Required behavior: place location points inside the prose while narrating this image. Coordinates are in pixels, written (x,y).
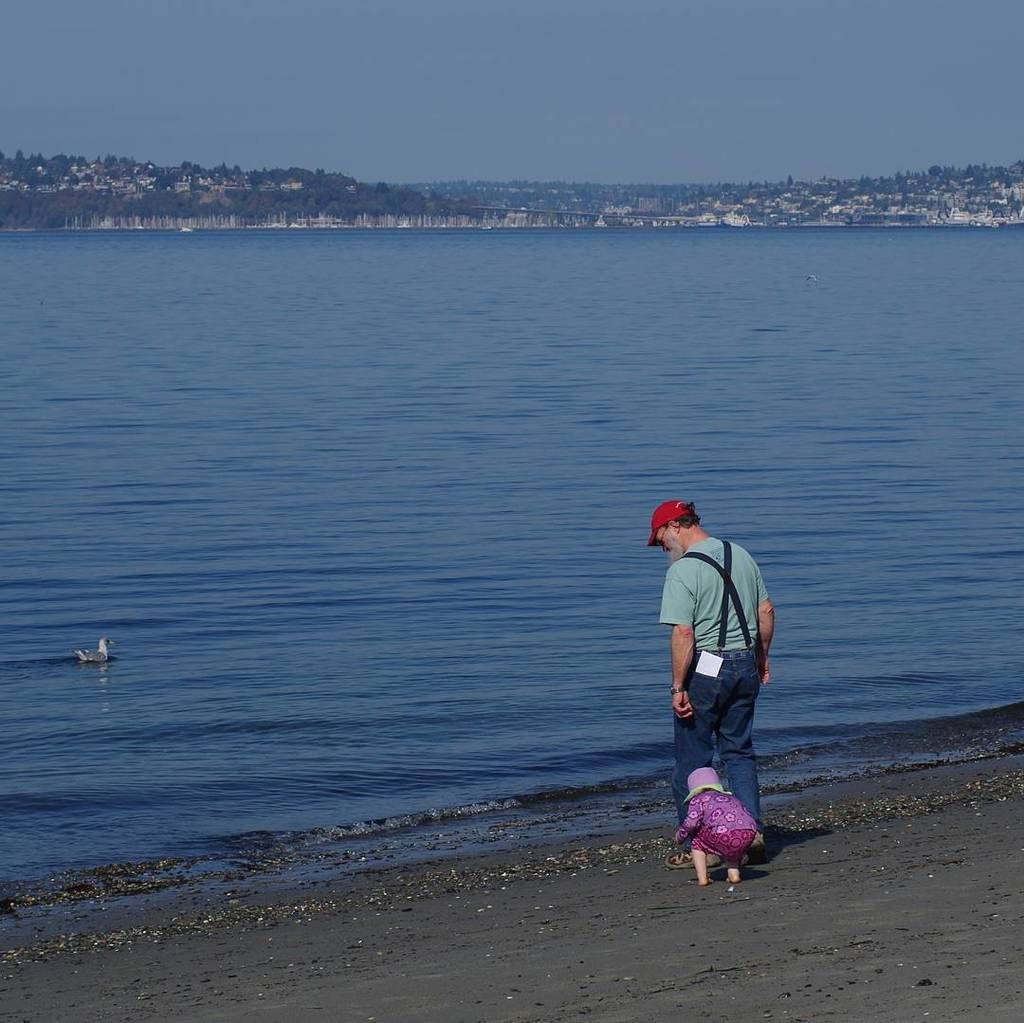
The picture is taken near a water source (512,785). In the foreground of the picture (710,599) there is a man (749,665) and a kid (697,841). In the center of the picture (612,353) there is water (485,421). On the left (100,650) there is a seagull (96,650). In the background (1023,201) there are trees (451,210) and hill (731,194). Sky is clear.
